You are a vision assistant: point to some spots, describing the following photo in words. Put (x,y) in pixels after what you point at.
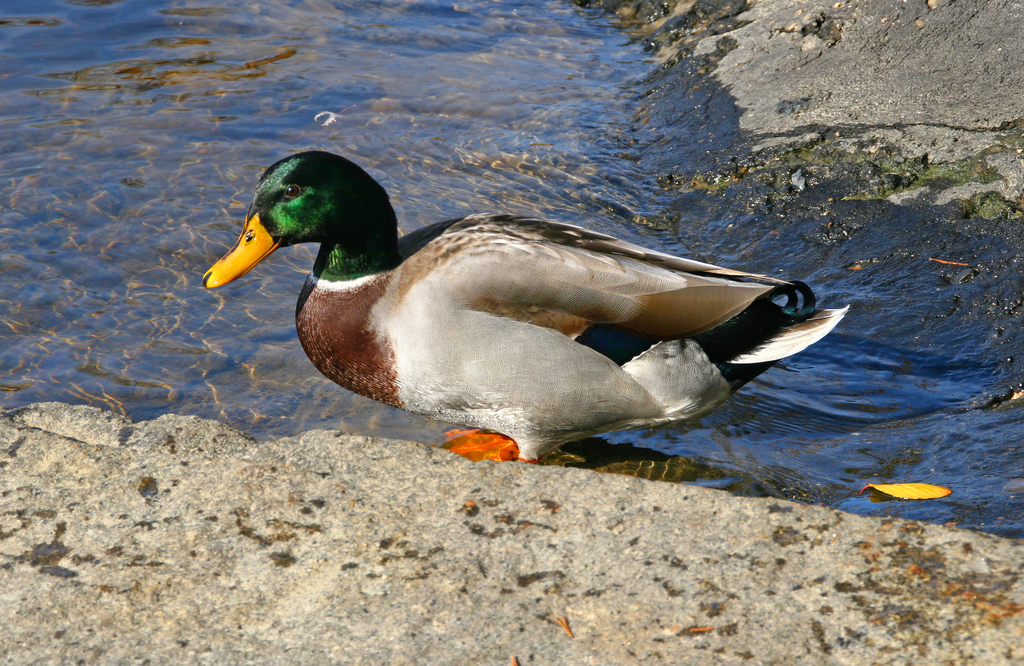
In this image I can see the bird (465,351) which is in yellow, green, brown, black and white color. It is in the water (595,112). I can also see the rocks (643,479).
